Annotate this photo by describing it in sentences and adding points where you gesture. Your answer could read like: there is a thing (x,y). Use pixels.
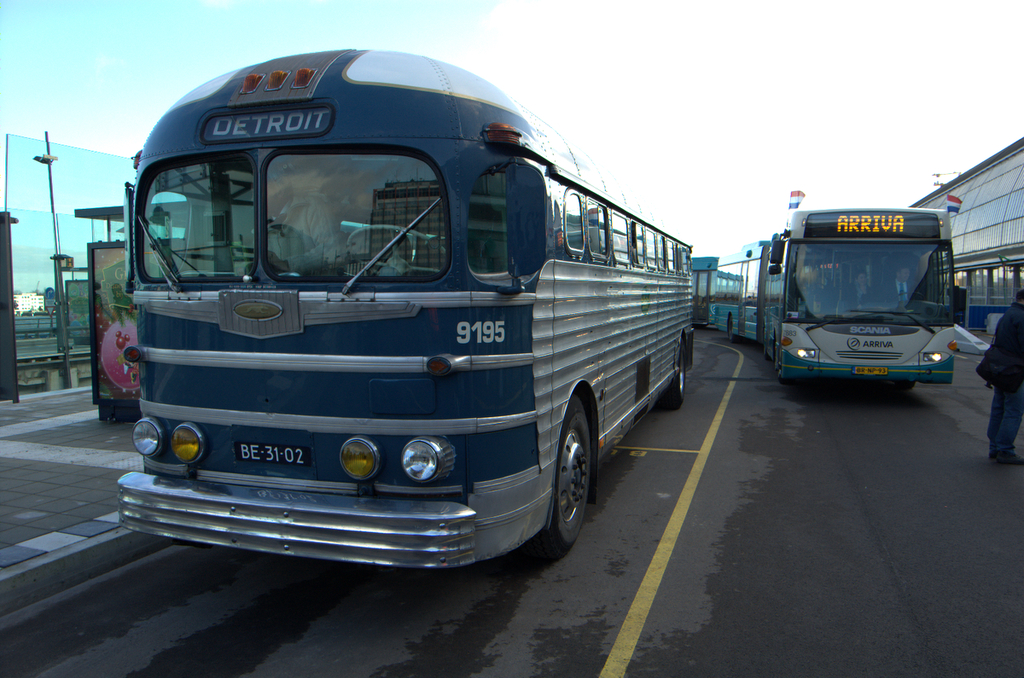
This image is clicked on the road (438,664). There are many buses (536,304) parked on the road (278,664). At the bottom (694,566), there is road (758,577). To the left (55,440), there is a pavement (14,418). To the right (987,382), there is a man (1004,395) standing.
